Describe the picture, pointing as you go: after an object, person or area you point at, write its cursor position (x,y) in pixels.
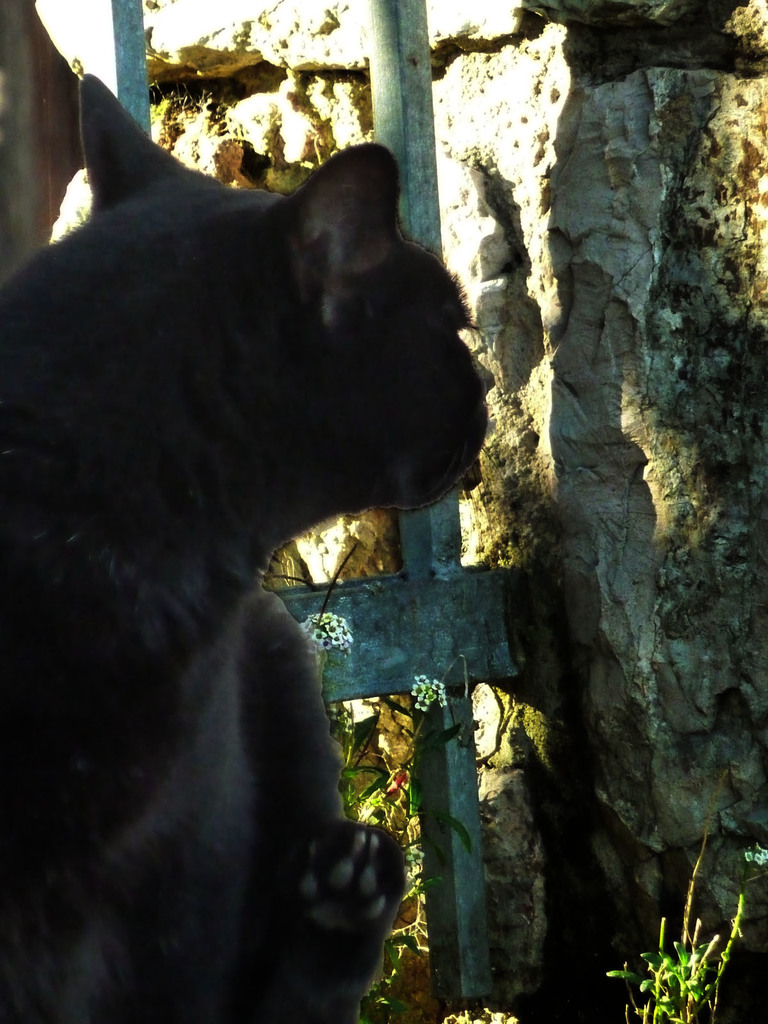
In this image there is an animal (207,923) and behind the animal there is a ladder (475,603), rock (606,455) and some plants (676,985).
